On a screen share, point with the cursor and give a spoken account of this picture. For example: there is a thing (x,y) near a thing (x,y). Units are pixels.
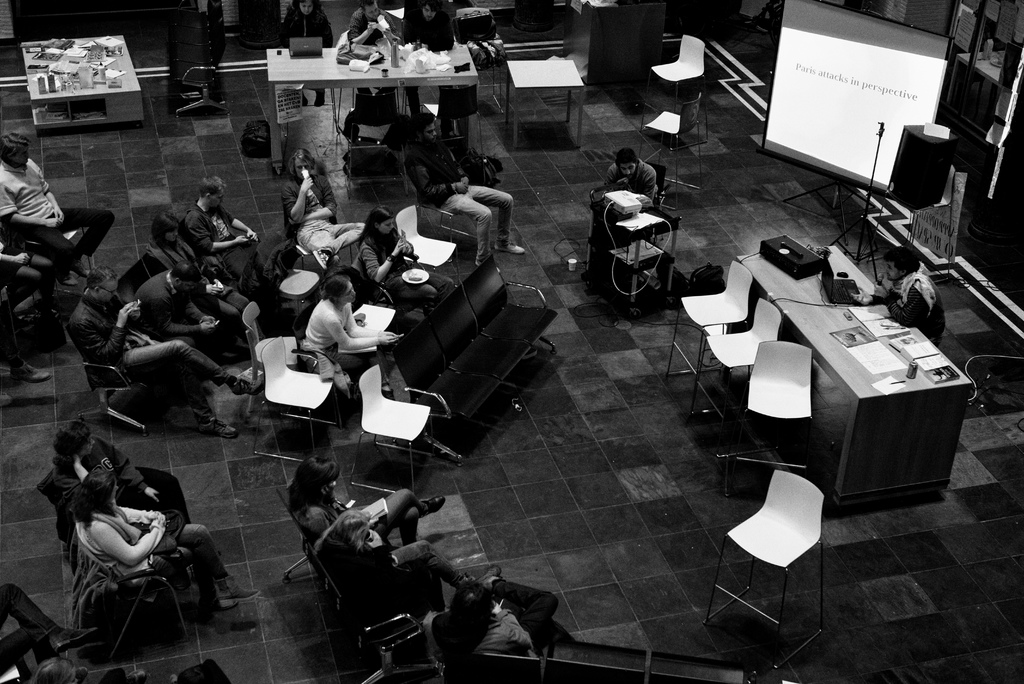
In the image we can see there are people (334,241) who are sitting on chairs (331,572) and the image is in black and white colour and there is a screen (887,81) on the stand (860,124).
